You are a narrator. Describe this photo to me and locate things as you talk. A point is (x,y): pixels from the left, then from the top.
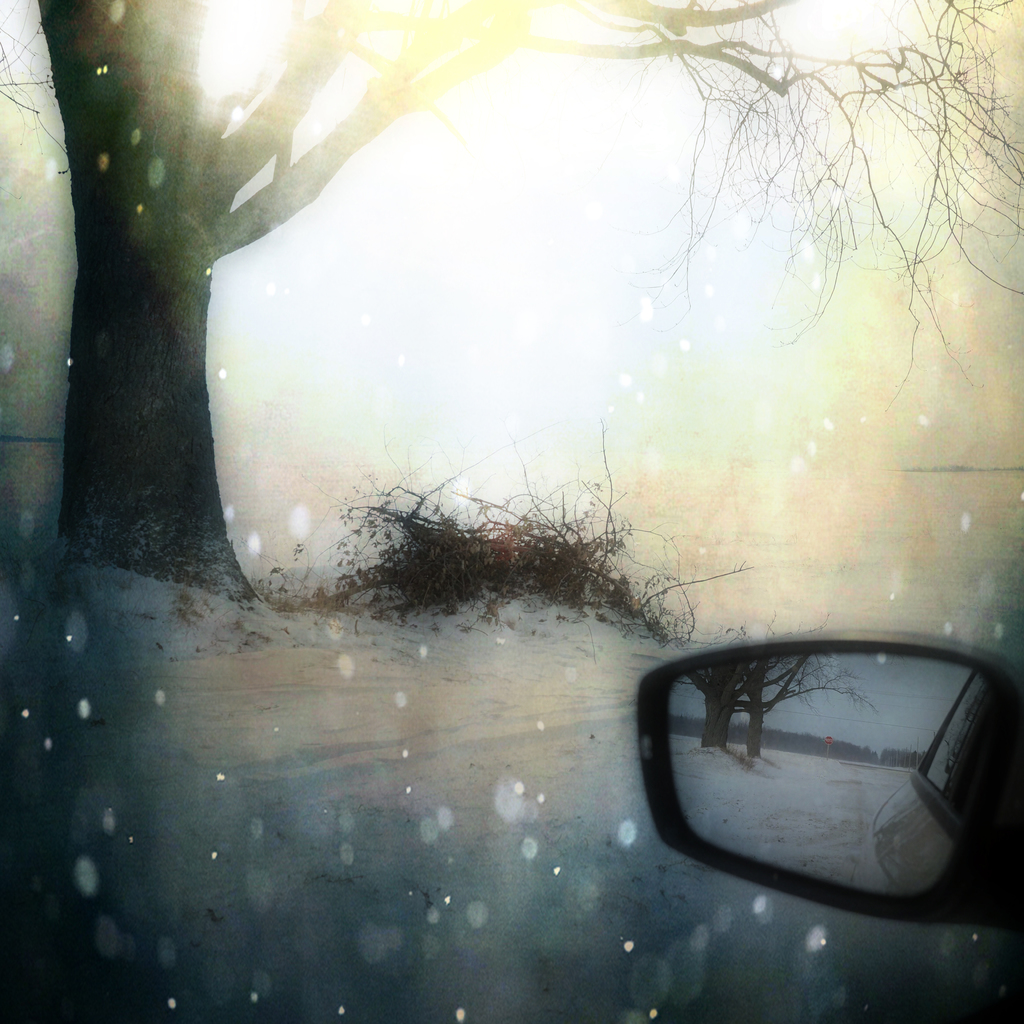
In this image we can see a mirror (893,799) of the vehicle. There is a reflection of few trees (884,753), snow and a sky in the mirror (839,792). There is a snow (448,784) in the image. There is a bunch of dry branches (462,565) on the ground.
